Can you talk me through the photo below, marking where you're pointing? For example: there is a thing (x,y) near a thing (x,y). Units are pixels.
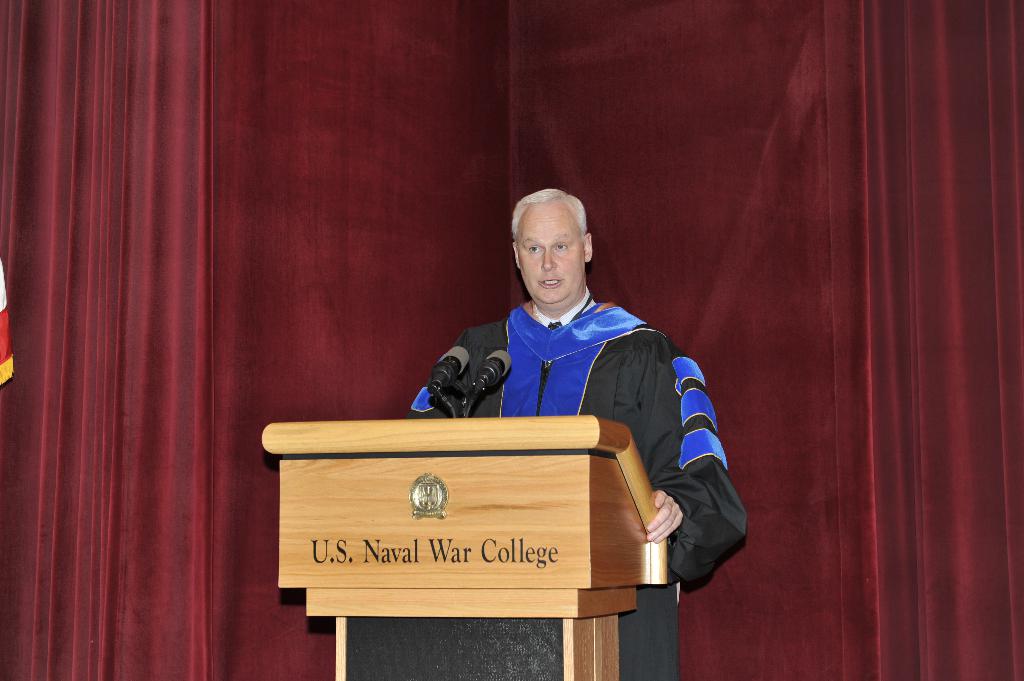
In this image we can see a man (557,294) standing in front of the podium (636,503) and also the mikes (487,371). In the background (320,262) we can see the curtains (986,324). We can also see the text (545,553) on the podium (425,557).
